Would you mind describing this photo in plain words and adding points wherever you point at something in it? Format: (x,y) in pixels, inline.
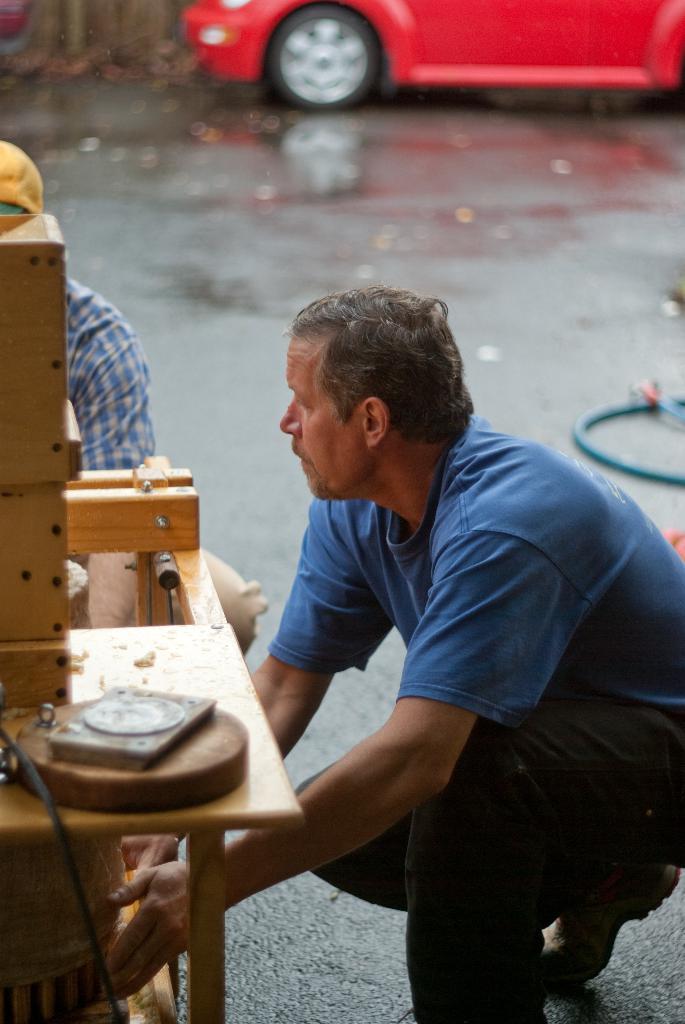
On the right (581,699) a man (455,761) is there, he wore a blue color t-shirt (544,649). This is the road (511,215), there is a car (422,56) in red color.
